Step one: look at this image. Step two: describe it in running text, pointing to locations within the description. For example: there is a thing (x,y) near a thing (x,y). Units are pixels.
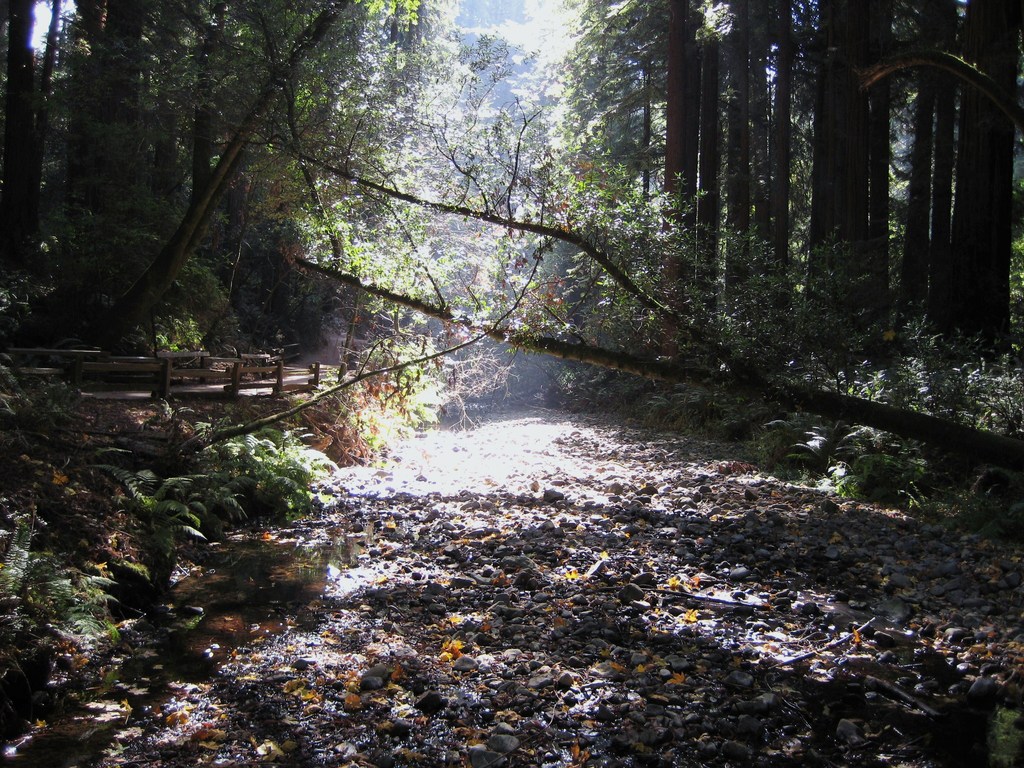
In this picture we can see plants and few stones (557,649) on the ground (552,648) and in the background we can see trees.
